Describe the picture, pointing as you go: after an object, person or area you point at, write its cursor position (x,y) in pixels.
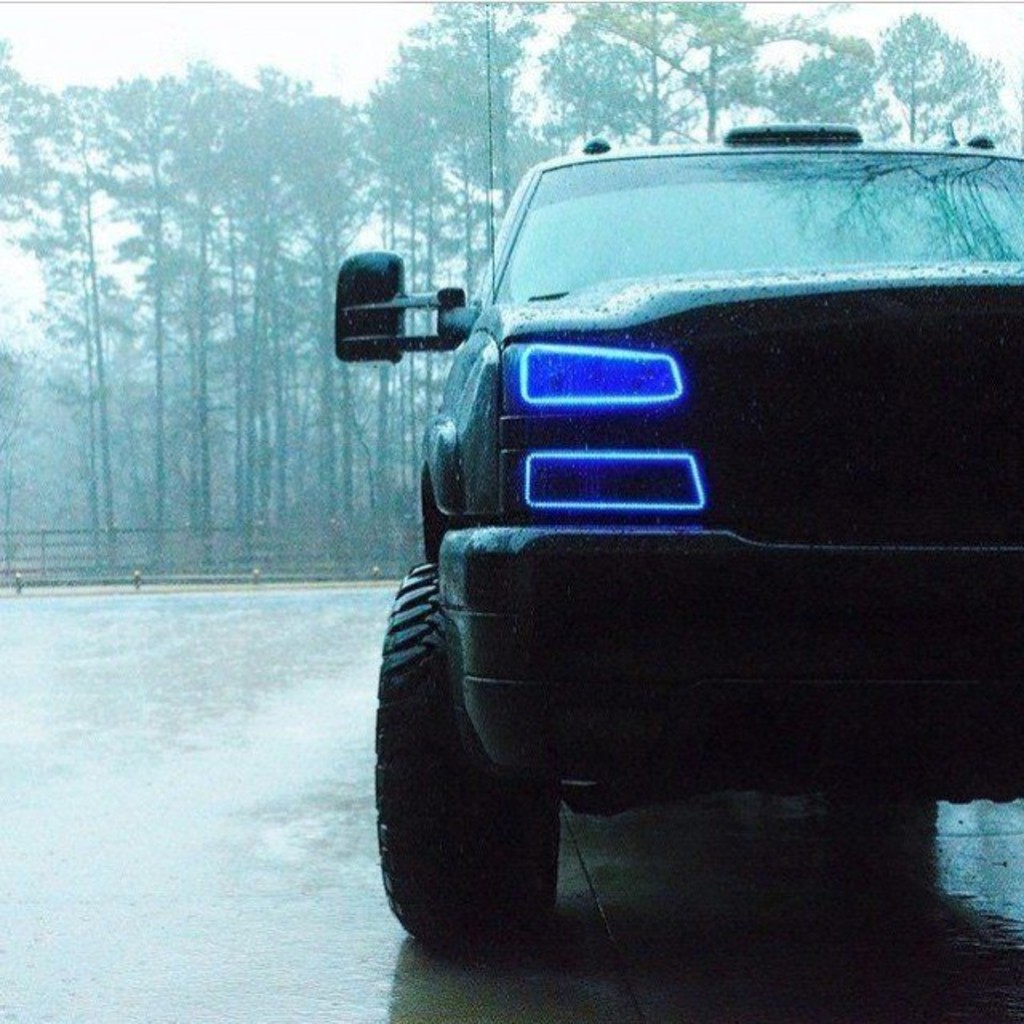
In this image we can see a car (635,753) on the surface (273,745). On the car (605,436) we can see the light (541,462). Behind the car (440,524) we can see the wooden fencing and a group of trees (286,282). At the top (214,31) we can see the sky (229,44).
